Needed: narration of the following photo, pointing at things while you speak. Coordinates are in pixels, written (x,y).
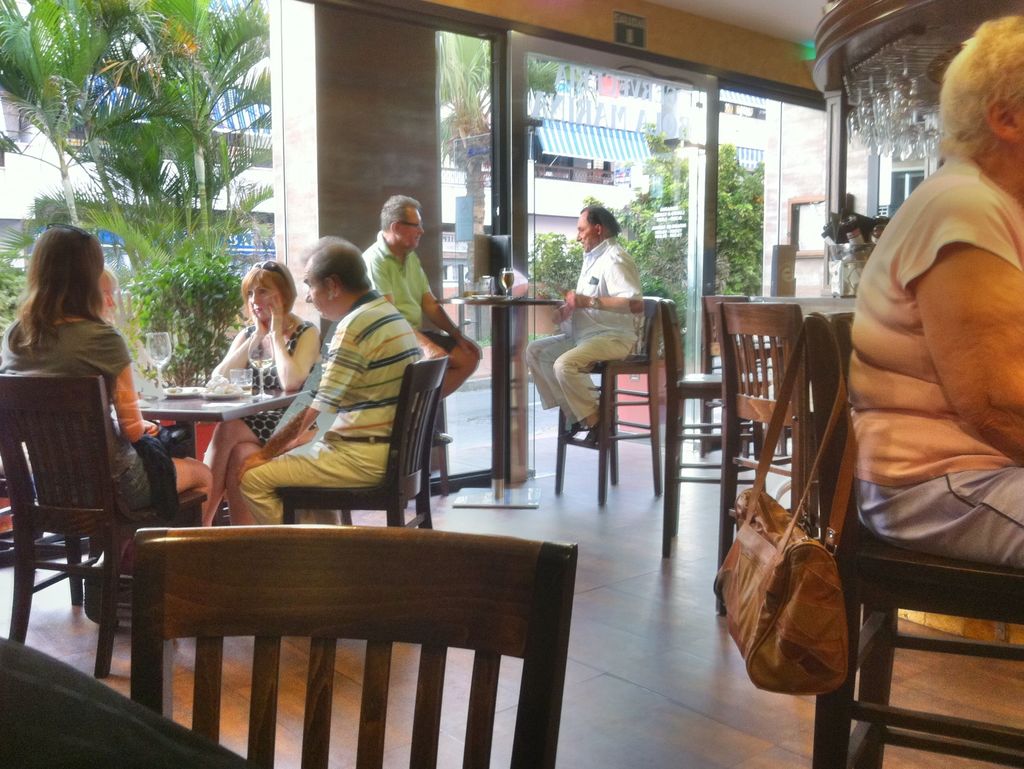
In this image there is a person (898,229) sitting at the right side (827,410) on a chair (833,724). A bag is hanged to the chair (863,600). Beside to it there are few chairs (166,538). At the left side (233,361) there are few persons (13,353) sitting on the chair (89,392) before a table (201,404) having glass (261,394), plates (191,395) on it. At the middle of image (454,386) there are two persons (594,417) sitting on chair (607,428) before a table (511,304). At the background of the image (98,82) there are few plants (181,29), trees (80,100) and buildings (251,166).
